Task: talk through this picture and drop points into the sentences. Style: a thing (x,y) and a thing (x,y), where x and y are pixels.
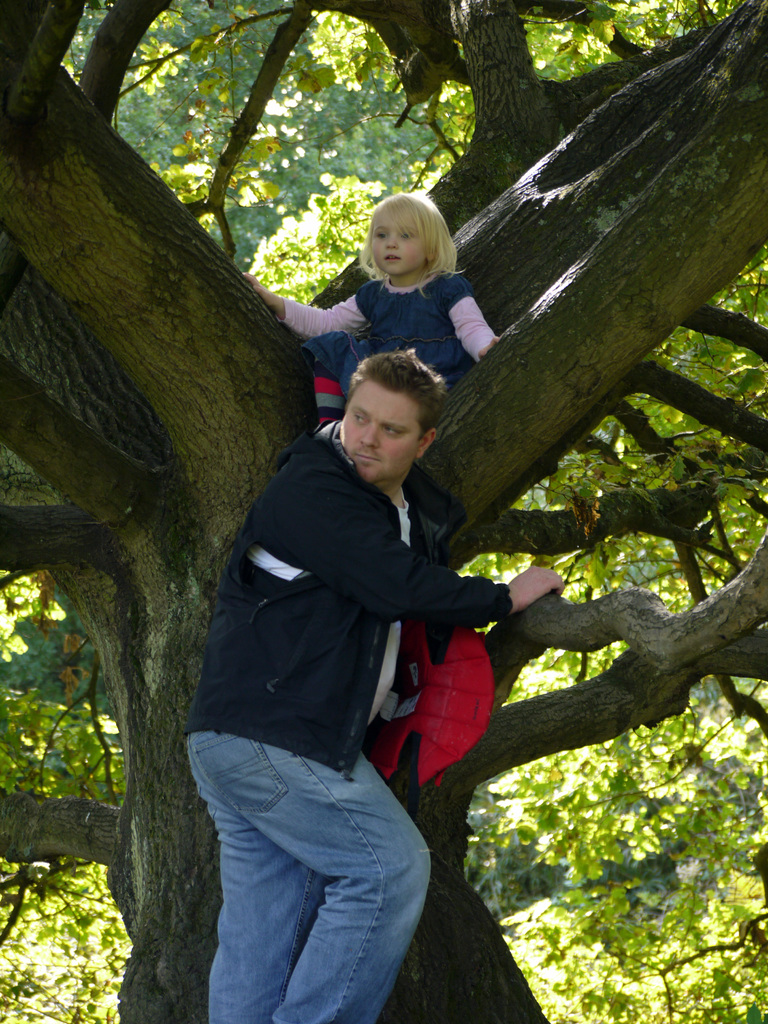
This picture shows a tree (98,413) and a girl (450,323) seated on the branch (502,388) and we see a man (274,638) climbing the tree (528,523).
